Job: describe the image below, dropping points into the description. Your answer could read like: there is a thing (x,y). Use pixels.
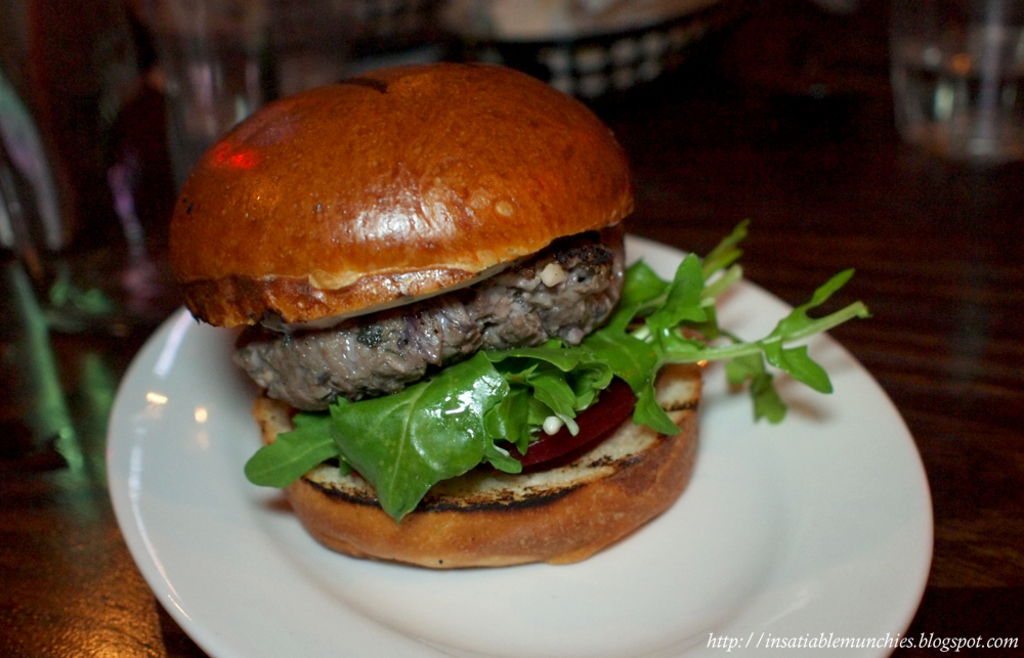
In this image at the bottom (957,466) there is a table (729,230), on the table (905,376) there is one plate (212,509) and in that plate (822,502) there is burger (507,265). And in the background (932,81) there are some glasses (941,57), and some objects (139,94).
